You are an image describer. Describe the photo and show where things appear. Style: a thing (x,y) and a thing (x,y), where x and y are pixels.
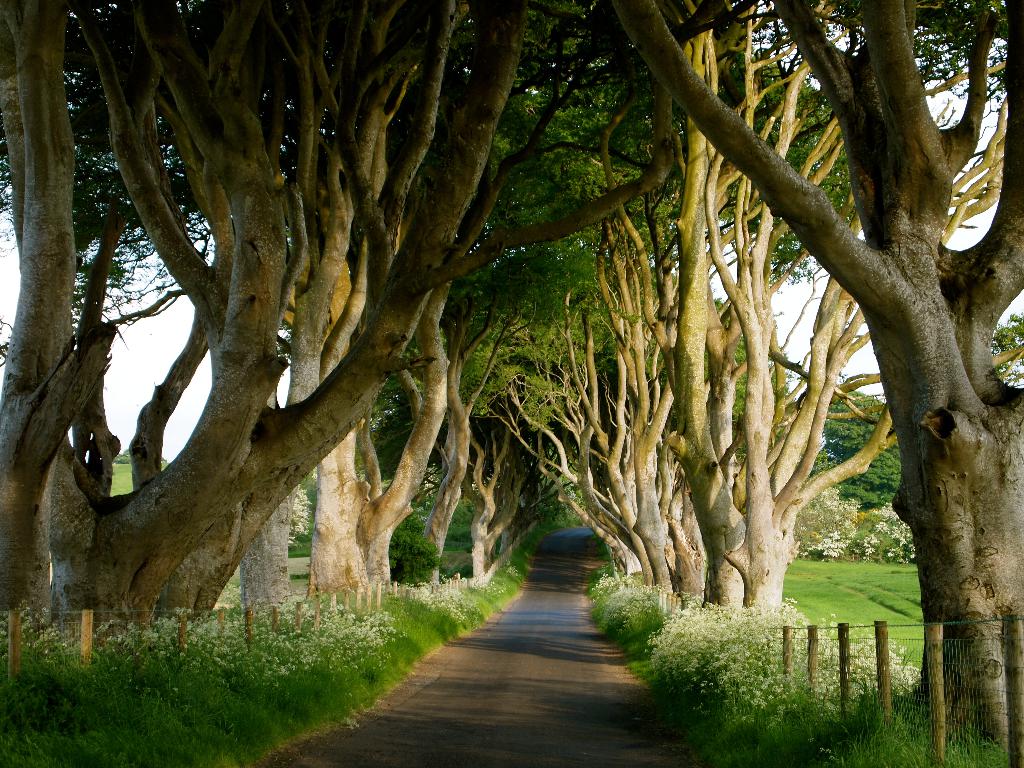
In this picture we can see a road (481,652). On the left (187,616) and right side of the road (480,716), there are fences (670,596), trees (639,416) and grass (793,679). Behind the trees (440,267), there is the sky (166,351).
